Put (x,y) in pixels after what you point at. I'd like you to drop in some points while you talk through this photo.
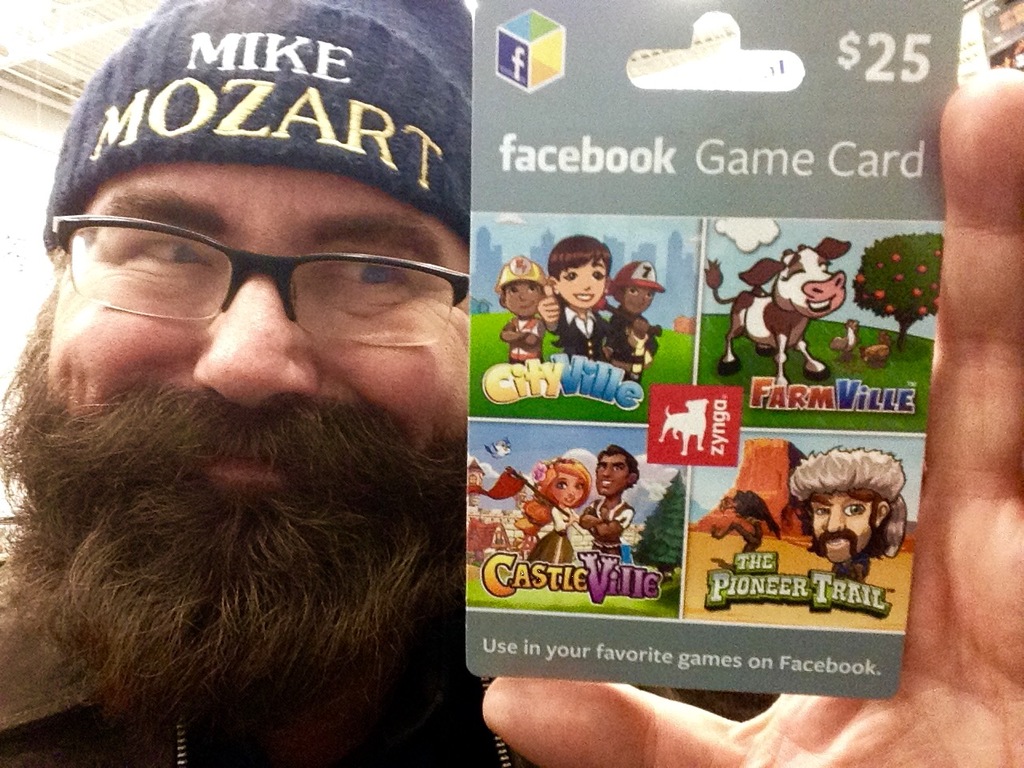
In this image on the left (281,360) there is a man (308,323), he wears a cap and spectacles (298,271), he is holding a poster (742,538) on that there are animals (821,365), people (592,236), text (792,404), trees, grass (611,409).
